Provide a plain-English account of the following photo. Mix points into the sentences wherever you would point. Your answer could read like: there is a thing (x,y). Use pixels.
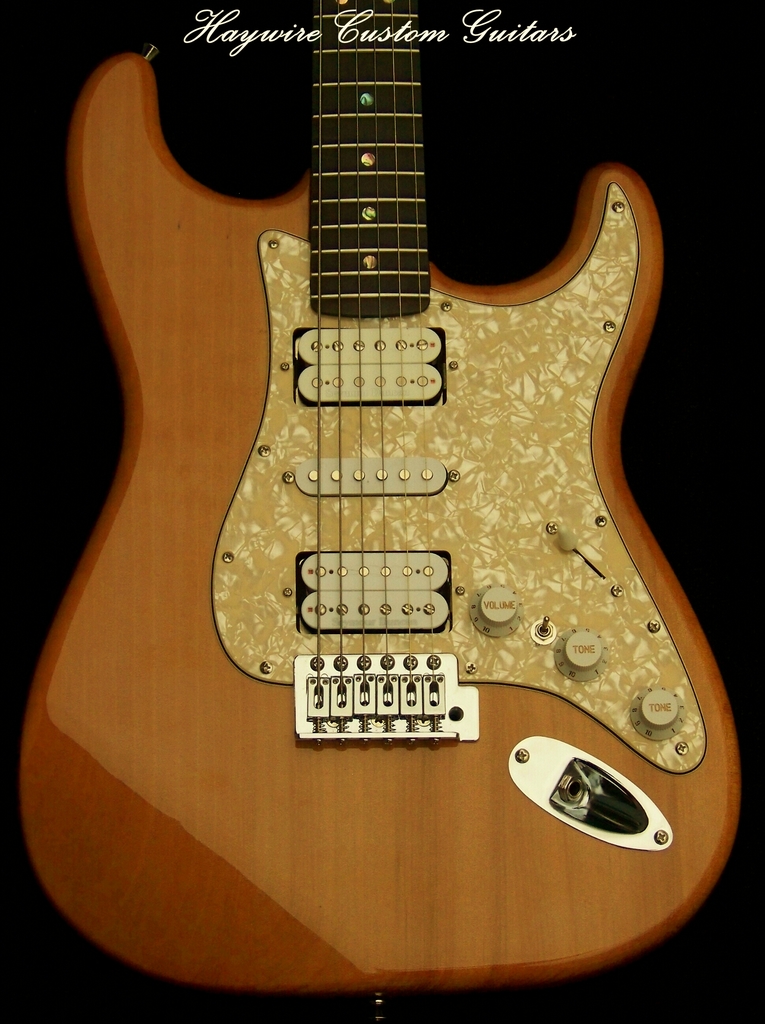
in this image there is a guitar (390,695). above that haywire custom guitars are written.
